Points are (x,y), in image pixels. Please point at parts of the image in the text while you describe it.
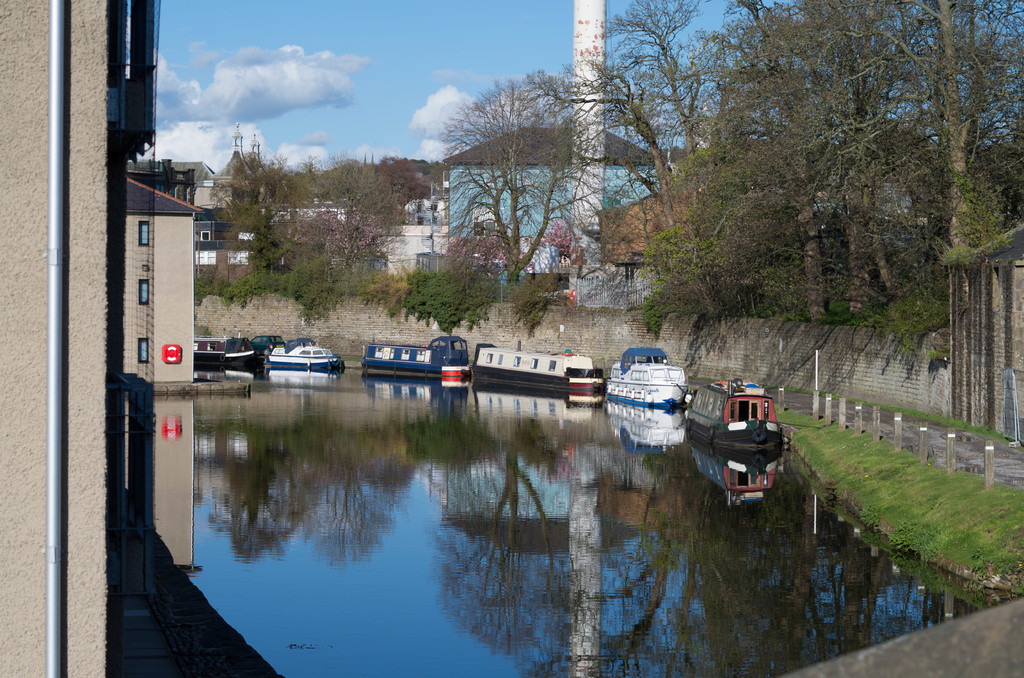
In this image we can see a fleet of boats (631,403) in the water (608,484). We can also see some grass (927,490), poles (950,475) and a wall (717,361). On the backside (670,307) we can see a group of trees (481,269), some houses (387,259) with roof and windows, a pole (599,46) and the sky (452,33) which looks cloudy.
